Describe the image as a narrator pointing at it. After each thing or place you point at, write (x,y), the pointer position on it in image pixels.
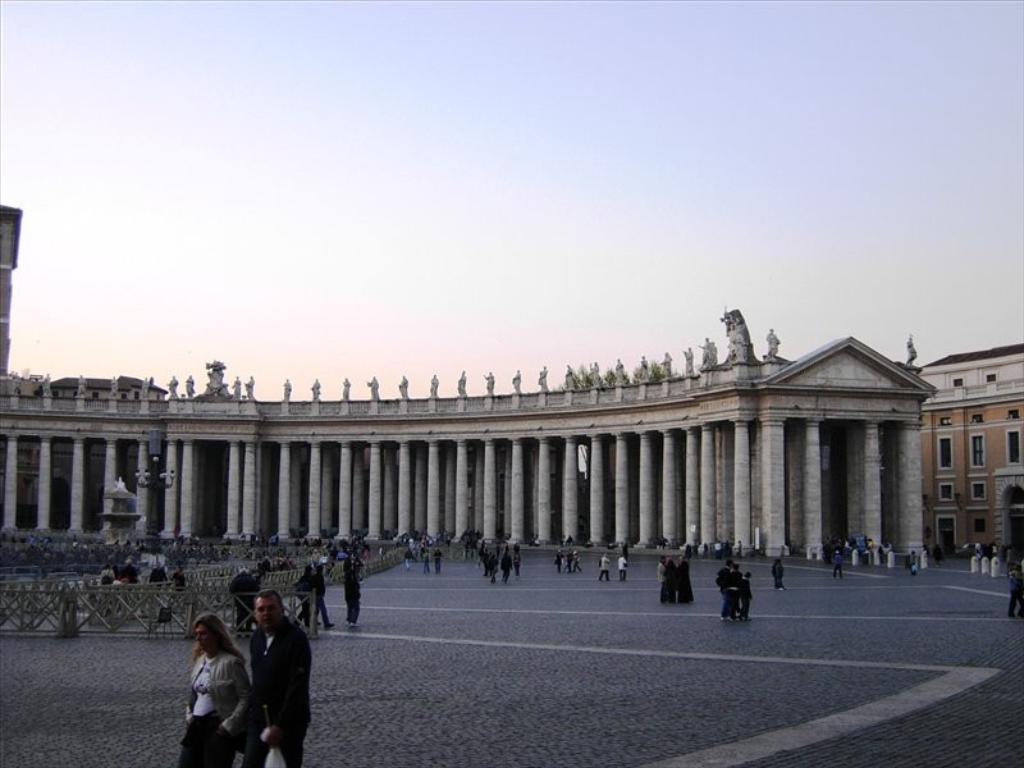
In the picture I can see the building (990,362) on the right side (808,442). I can see the pillars (416,461) of the construction (17,432) and there are statues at the top of the construction (340,433). I can see a group of people (299,702) on the road (340,707). There are no clouds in the sky (531,296). I can see the wooden fencing (205,580) on the road (355,696) on the left side (270,573).
